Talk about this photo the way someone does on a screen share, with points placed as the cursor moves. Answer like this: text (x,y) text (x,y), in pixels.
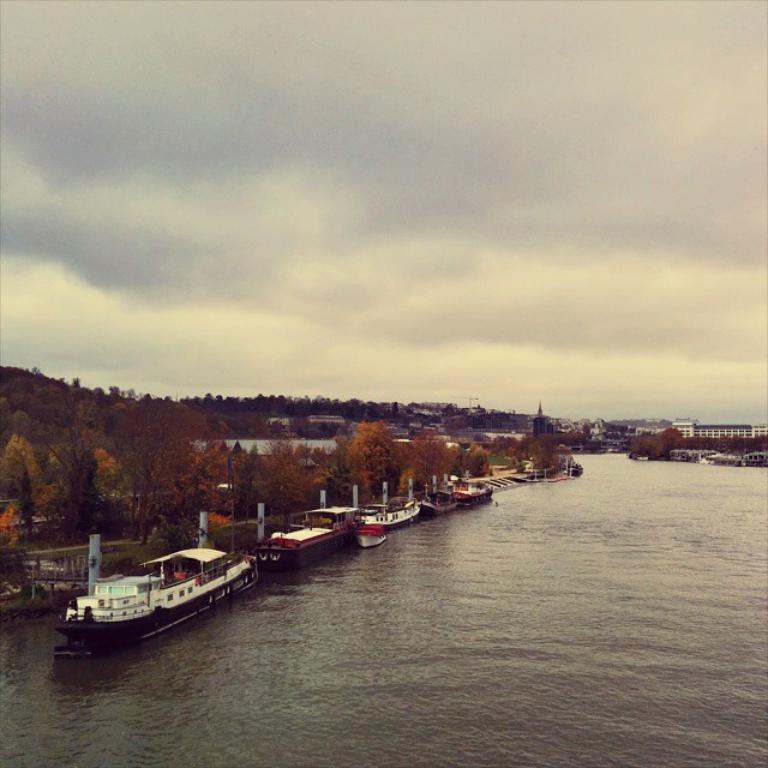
In the image we can see there are ships (313,551) and boats (362,535) standing on the water (435,600) and there are lot of trees (367,489). Behind there are buildings (567,432).
